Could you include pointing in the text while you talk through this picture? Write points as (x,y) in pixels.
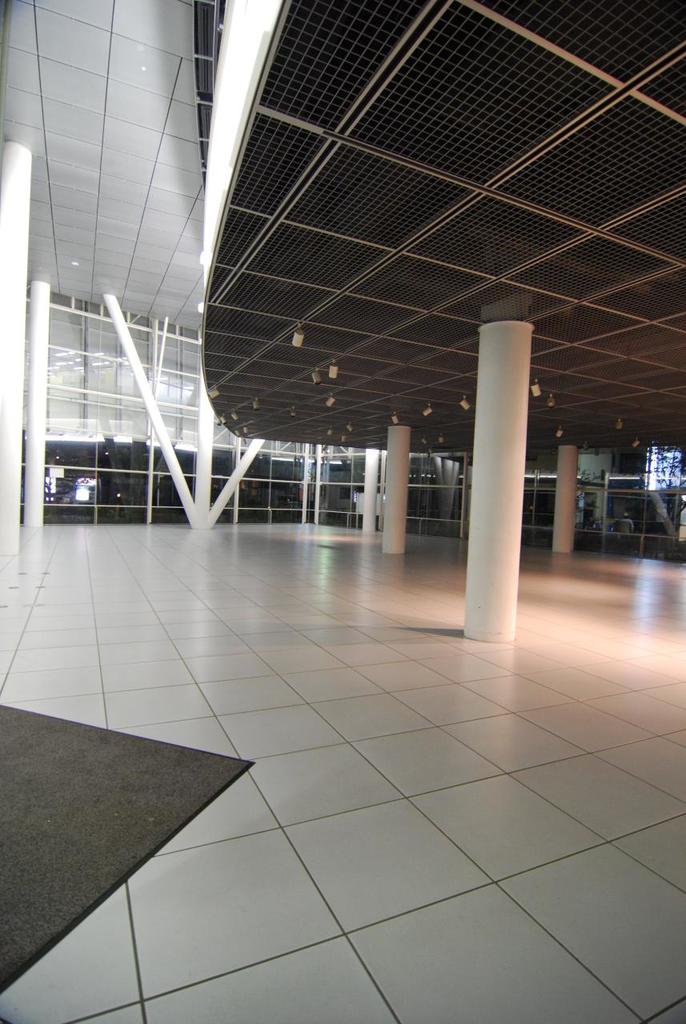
This picture is taken inside the room (468,746). In this image, on the right side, we can see pillars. On the left side (18,379) and in the background (115,480), we can see pillars (32,450) and glass doors (184,385). On top (554,157) there is a roof (564,152), at the bottom (153,759) there is a mat (43,926) and floor (629,693).
